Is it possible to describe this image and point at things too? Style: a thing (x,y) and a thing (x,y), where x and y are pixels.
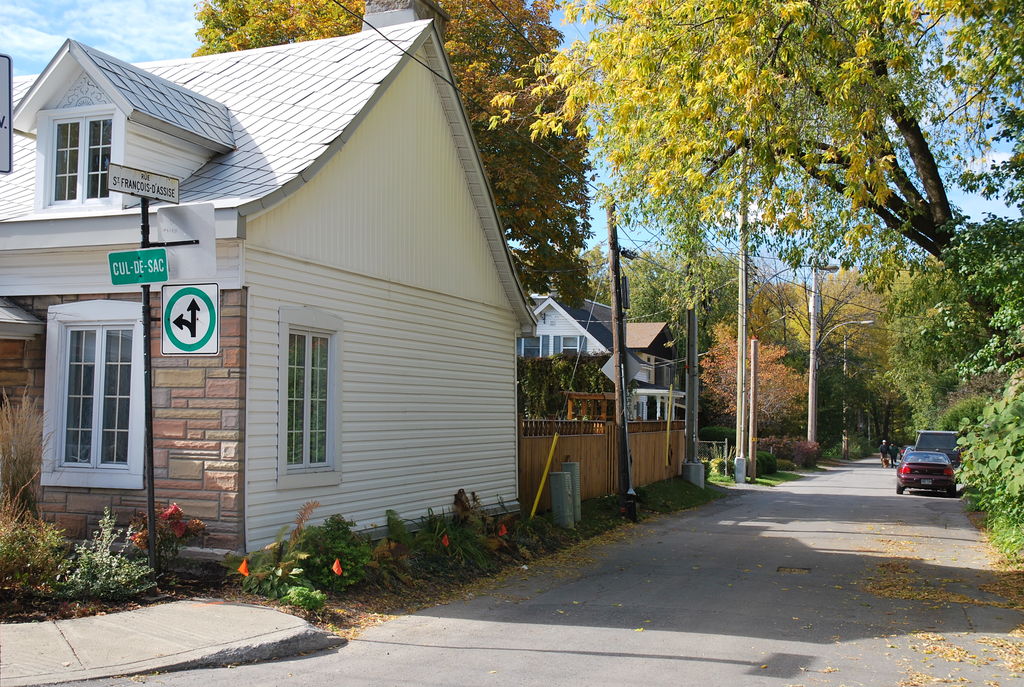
In the middle of the image (361,238) there are some plants (37,555) and poles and sign boards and buildings (23,305). On the right side of the image (907,451) there are some vehicles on the road (863,460). Behind the vehicles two persons (892,447) are walking. Behind them there are some trees (896,11). At the top of the image (1004,191) there are some clouds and sky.
